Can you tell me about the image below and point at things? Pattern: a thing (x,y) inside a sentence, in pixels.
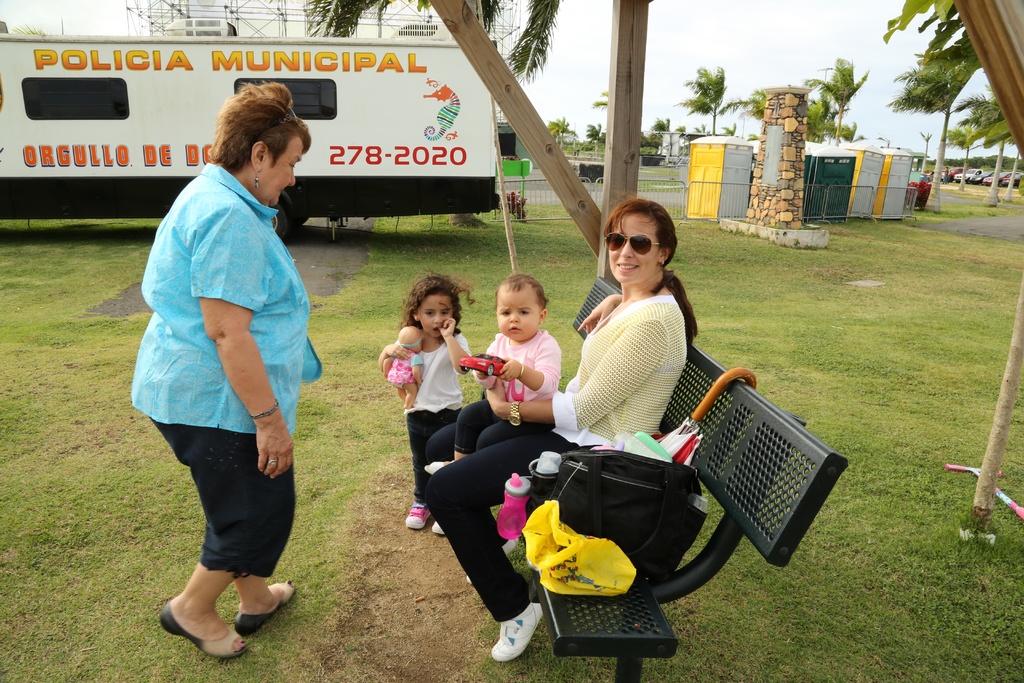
In the foreground of the image (554,403) we can see a lady (558,435) is sitting on the bench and holding a child (464,417) and another lady (214,374) is looking at the child (458,449). In the middle of the image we can see a bus (488,202) and rocks (777,216). On the top of the image (818,50) we can see the sky (715,53).
